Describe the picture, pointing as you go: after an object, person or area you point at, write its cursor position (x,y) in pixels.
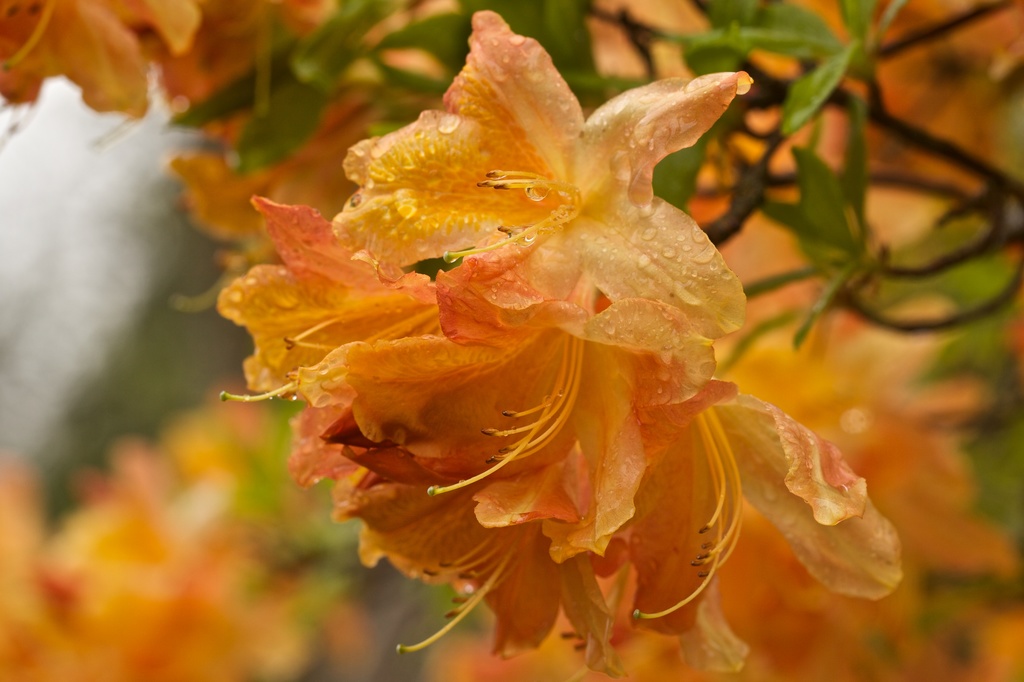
In this image there are flowers (403,468), in the background (31,389) it is blurred.
